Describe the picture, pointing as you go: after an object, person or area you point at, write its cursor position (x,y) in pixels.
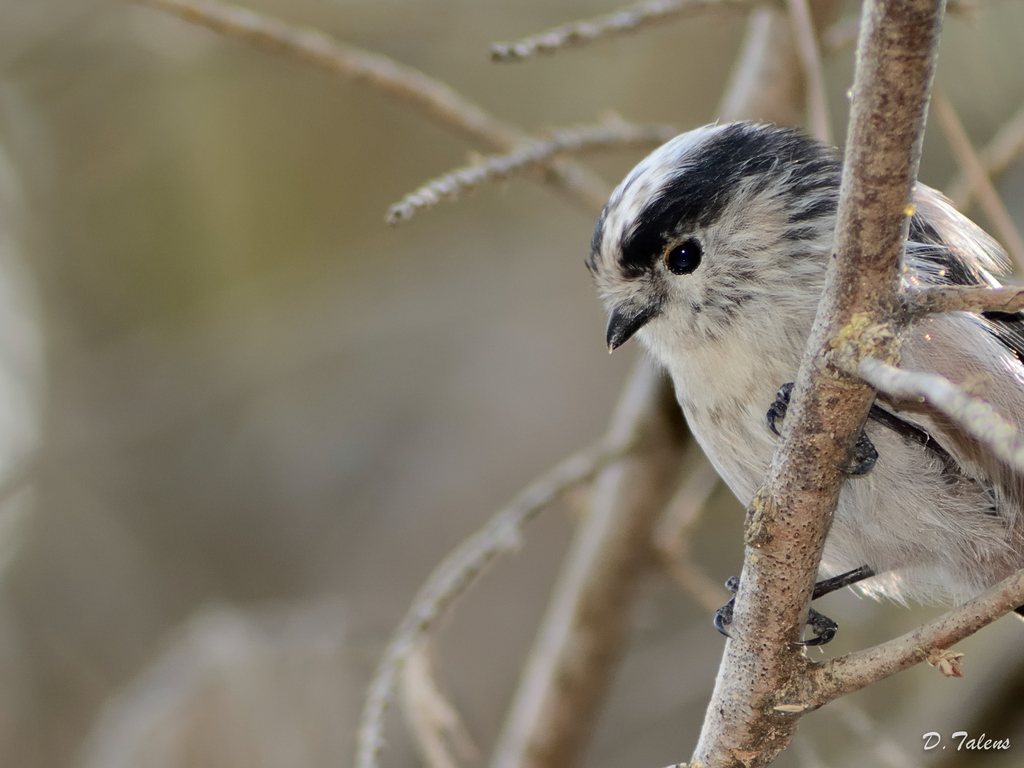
In the picture we can see a small bird (1004,321) which is standing on the stem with twigs (435,606) and the bird (900,539) is white and some black shades to it.
